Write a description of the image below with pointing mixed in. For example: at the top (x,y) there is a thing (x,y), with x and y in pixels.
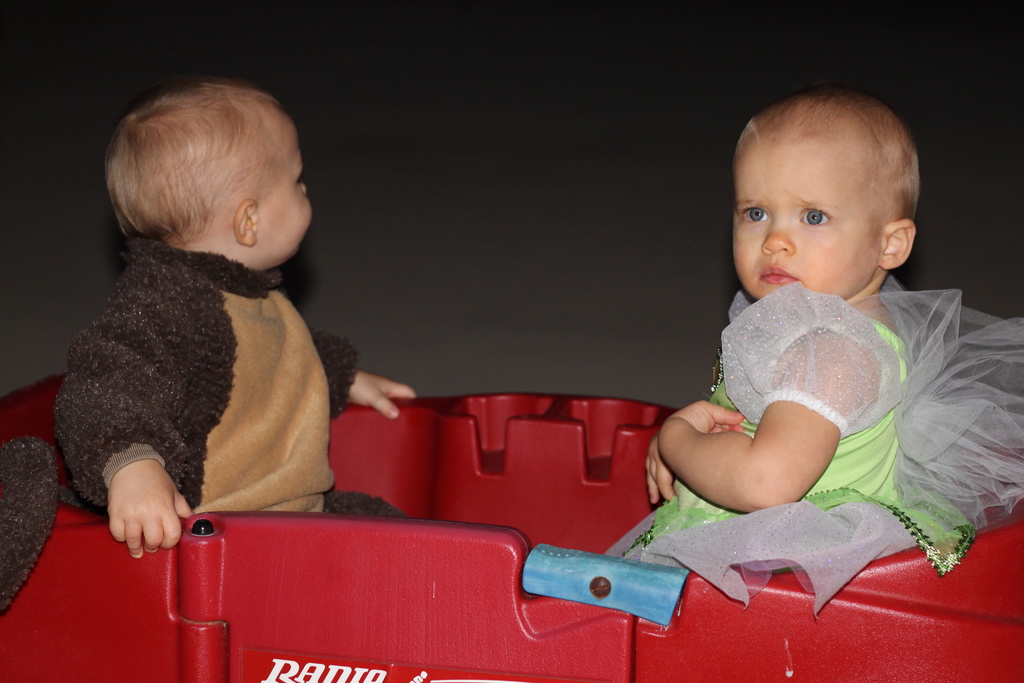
In the center of the image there are two kids (951,543) sitting. In the background of the image (593,172) there is wall (412,168).
